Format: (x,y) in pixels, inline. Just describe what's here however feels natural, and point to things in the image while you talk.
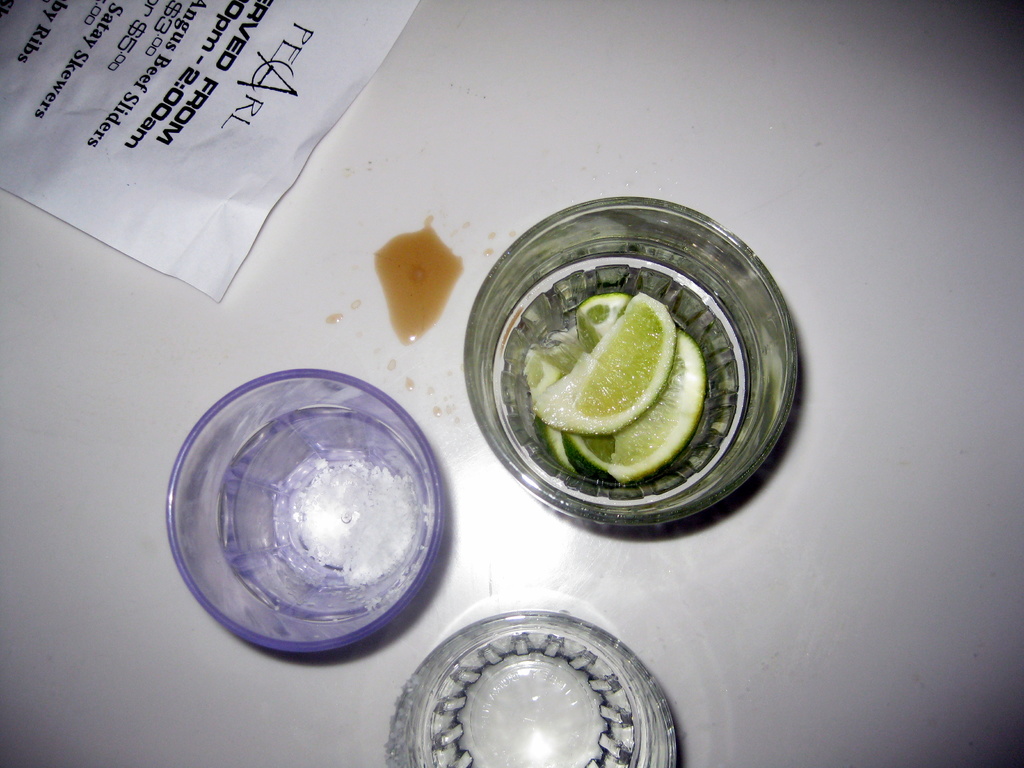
These are the lime pieces (633,391), this is the salt (328,521) in a glass (277,507).
